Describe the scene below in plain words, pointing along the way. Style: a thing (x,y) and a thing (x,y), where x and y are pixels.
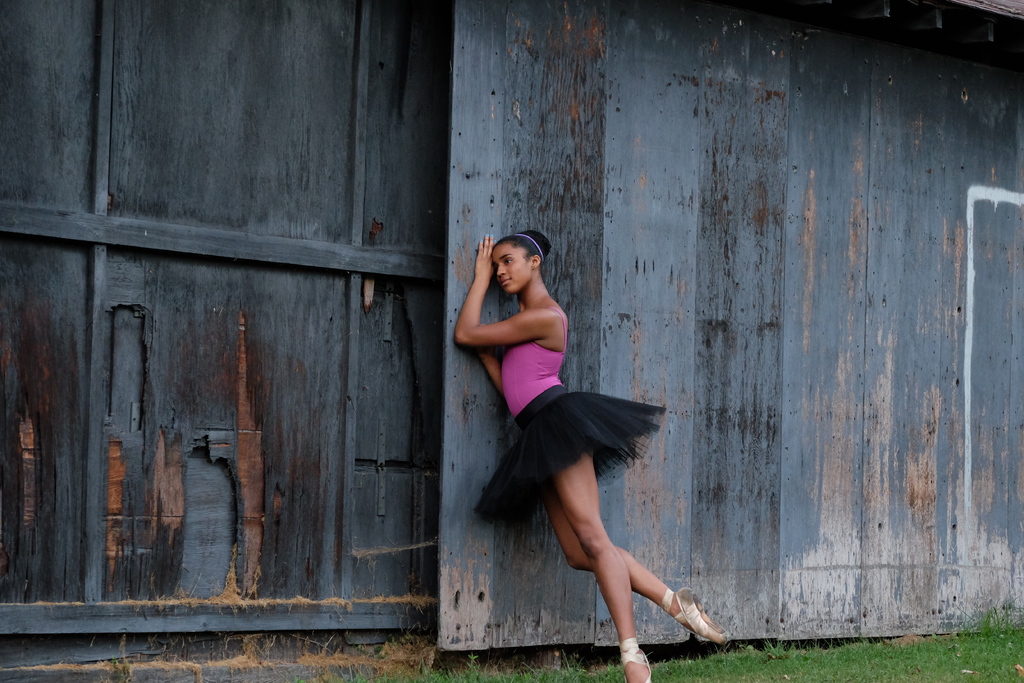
In this image I can see a person (549,436) standing. There are wooden walls (730,543) and there is grass (877,648).
